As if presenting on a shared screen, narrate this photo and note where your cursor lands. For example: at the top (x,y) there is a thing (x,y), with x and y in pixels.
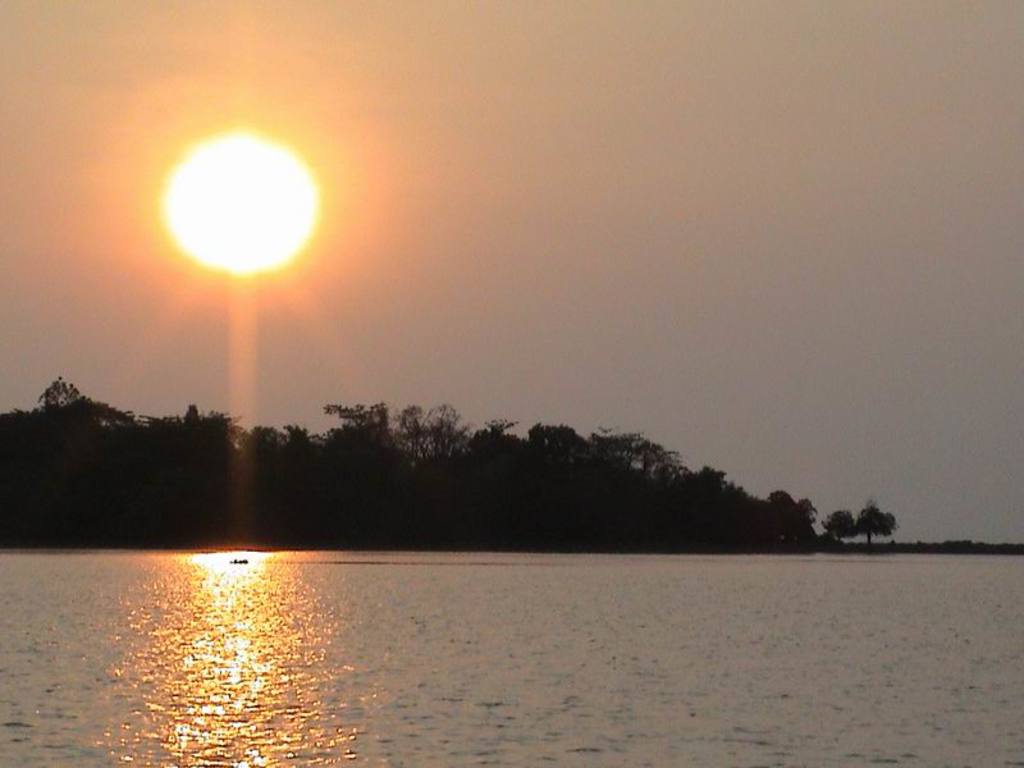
At the bottom of the picture (425,620), we see water (423,612) and this water (463,612) might be in the river (525,614). There are trees (301,486) in the background (496,480). At the top (560,166), we see the sky (549,241) and the sun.
